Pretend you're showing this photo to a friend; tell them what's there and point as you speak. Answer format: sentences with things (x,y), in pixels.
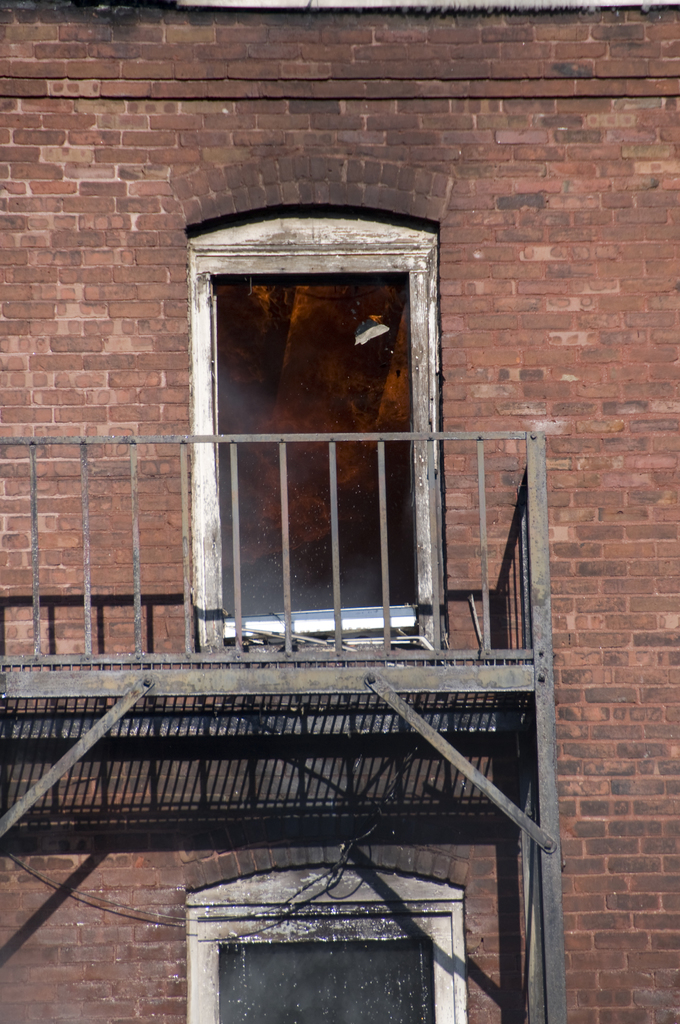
In this image we can see a window (272,399), fencing (40,732) and we can also see a brick wall (608,331).
